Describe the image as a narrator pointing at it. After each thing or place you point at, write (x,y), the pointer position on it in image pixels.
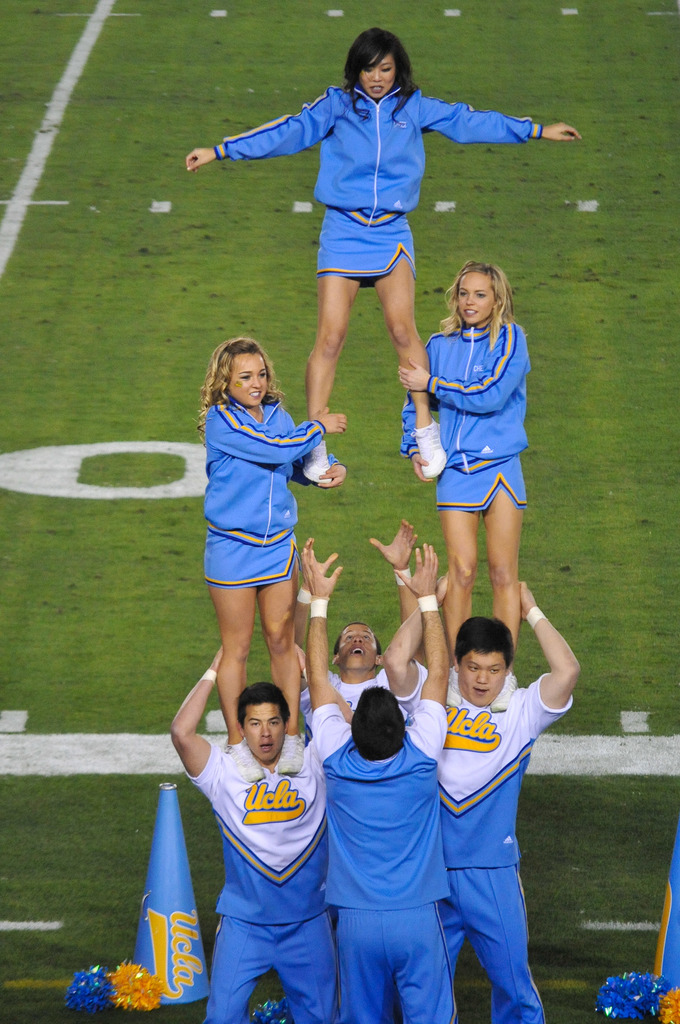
In this picture we can see a group of people (262,810) performing the stunts. On the ground (197,862) there are some objects (167,913).
